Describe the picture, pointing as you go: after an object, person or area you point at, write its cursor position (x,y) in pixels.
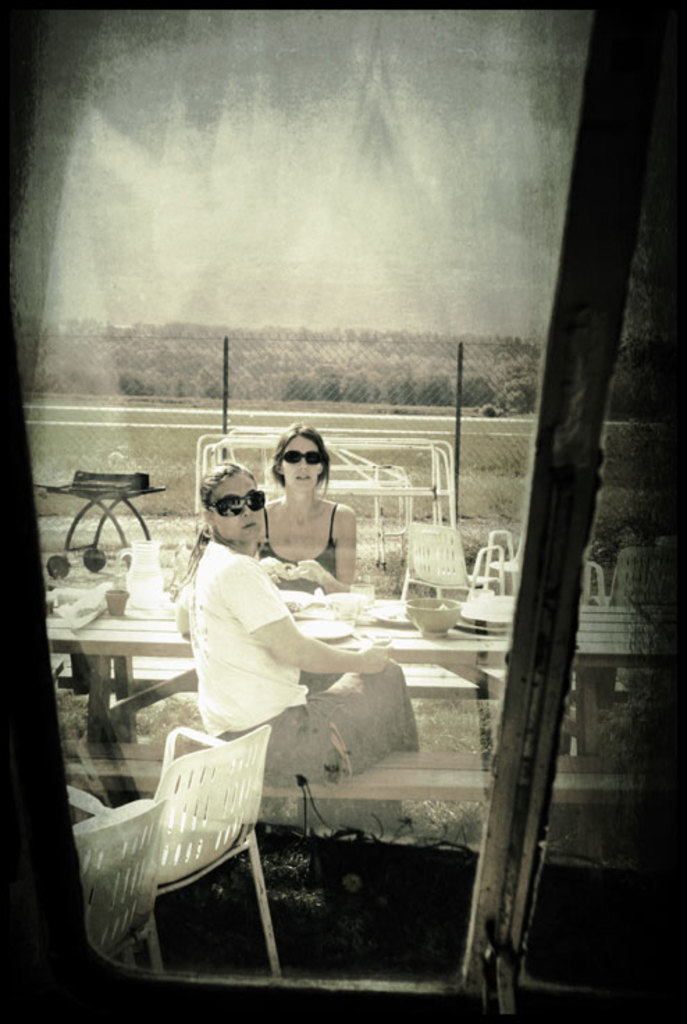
In this image two women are sitting on bench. There is a table (646,645) in between them. There is a cup (125,592), jar (135,595), bowl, plate (399,620) on the table (109,598). There is a chair (500,570) at the backside of this person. There is a fence (38,382) at the background (100,359).
